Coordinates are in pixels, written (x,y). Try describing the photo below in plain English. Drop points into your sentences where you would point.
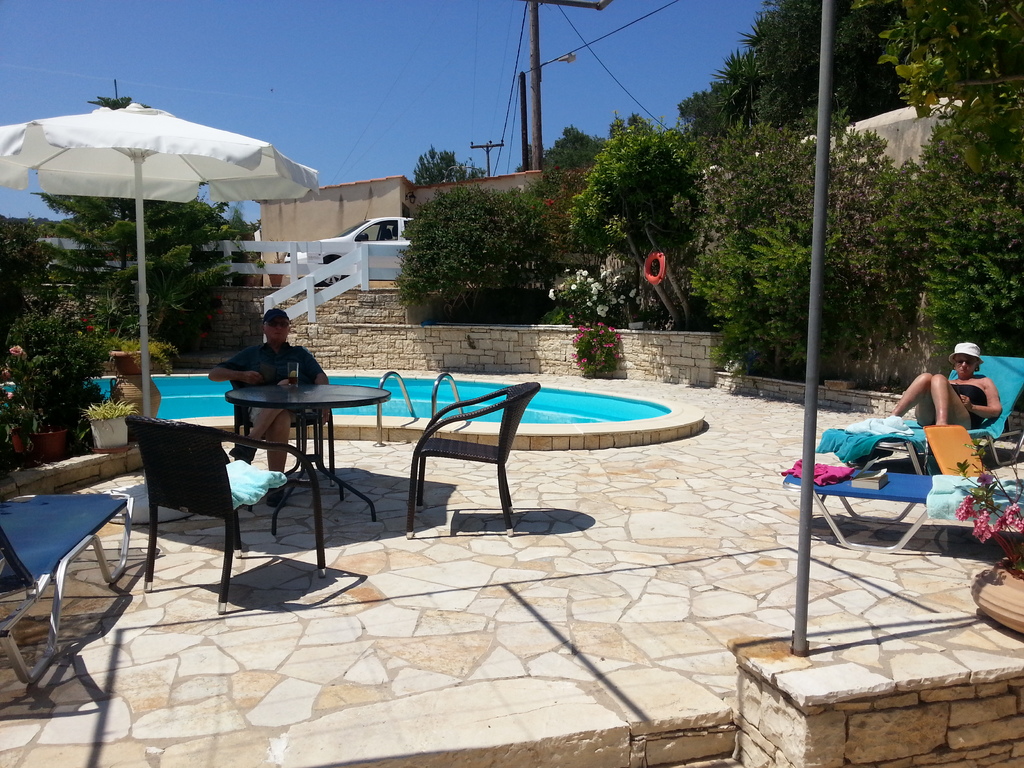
Here we can see a person (279,337) sitting on the chair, and in front here is the table (317,396), and here is the umbrella (133,170), and at side here is the swimming pool (580,388), and here are the trees (731,245), and here is the car (355,241), and the sky (273,83) is clear.
